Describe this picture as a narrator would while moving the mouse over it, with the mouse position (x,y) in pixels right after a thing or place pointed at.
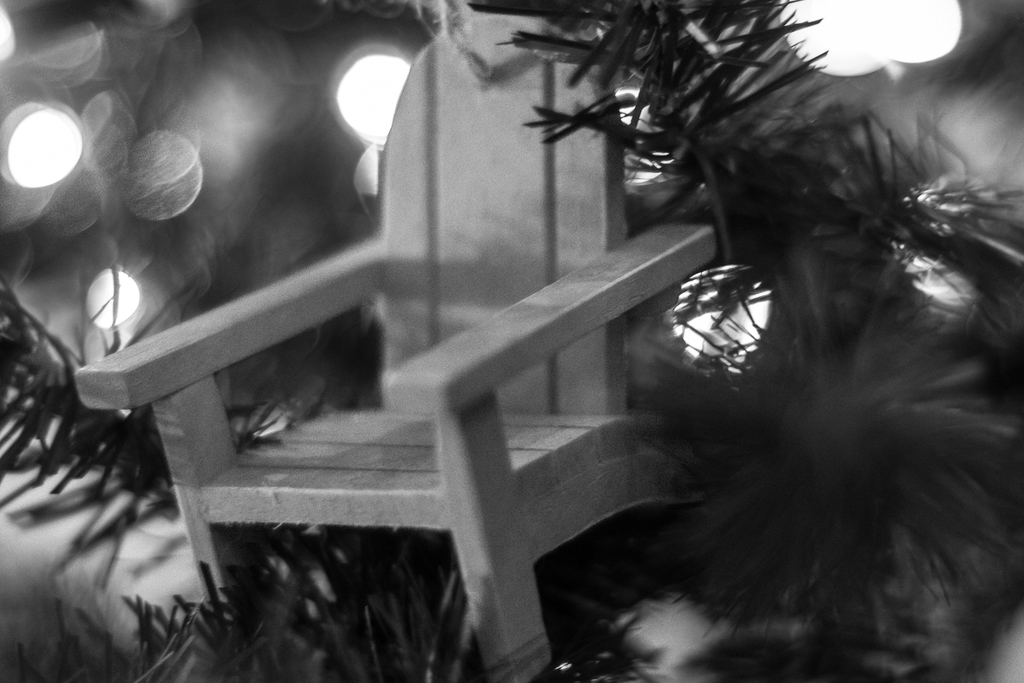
In this image we can see chair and plants (1020,524). And the background (849,60) is blurry.
